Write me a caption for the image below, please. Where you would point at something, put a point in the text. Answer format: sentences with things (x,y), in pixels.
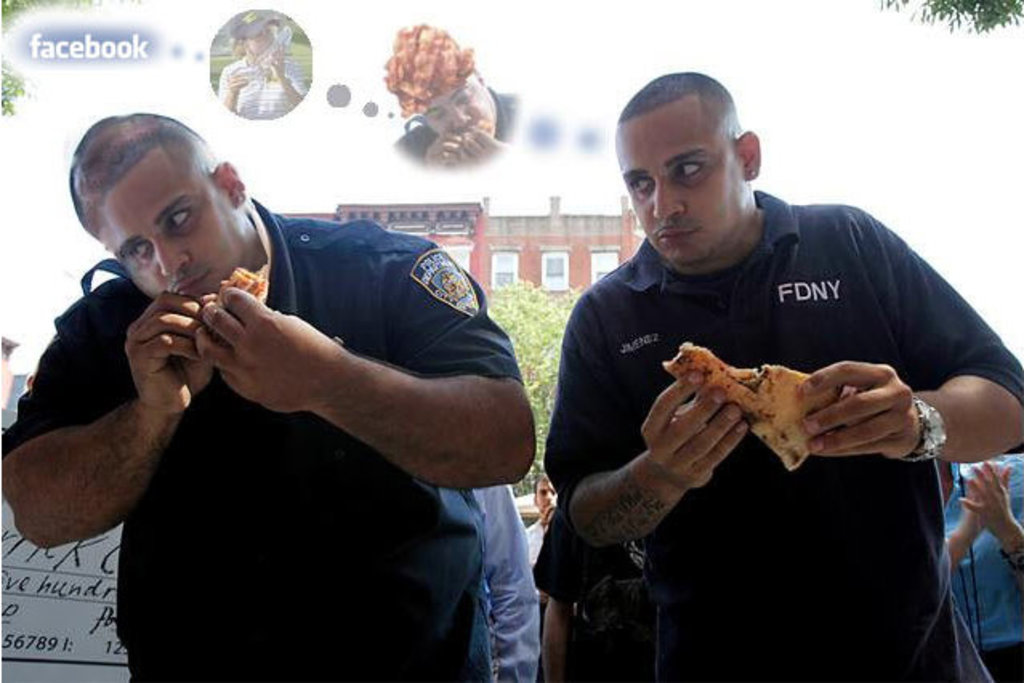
This picture describes about group of people (568,475), all are standing, in the middle of the image (493,388) we can see two men (636,372), they are holding food (688,368) in their hands (736,443), in the background (551,326) we can see few trees (532,297) and buildings (526,247).
